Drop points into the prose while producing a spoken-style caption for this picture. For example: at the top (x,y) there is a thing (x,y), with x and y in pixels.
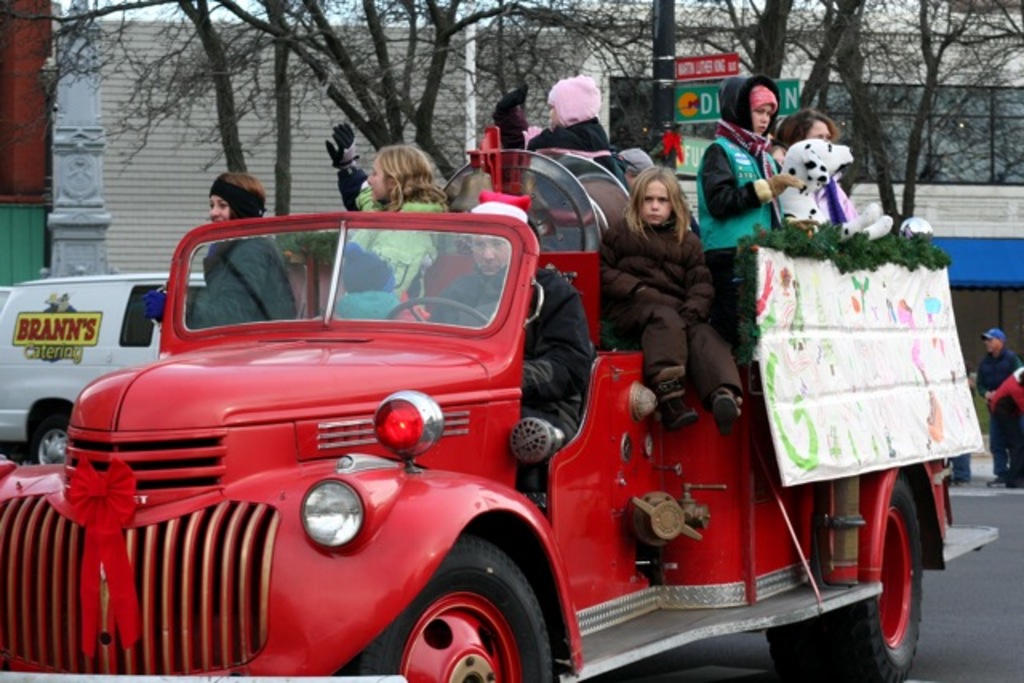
In this image I can see a red vehicle (592,311) and people (400,156) are present on it. There is a white dog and a board (827,423). There are trees (928,110), sign boards (711,102) and buildings (951,173) at the back (951,173).
